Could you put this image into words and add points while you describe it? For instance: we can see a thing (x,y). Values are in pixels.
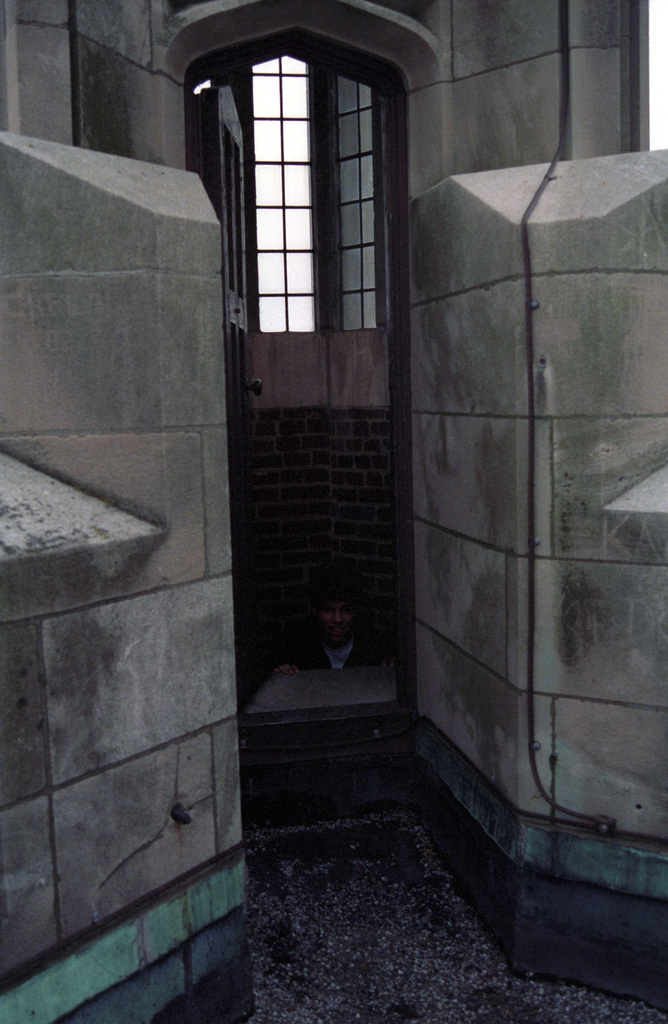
This picture shows a building (434,19) and a door (237,242) of it and in the door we can see a person (331,660) sitting down.
